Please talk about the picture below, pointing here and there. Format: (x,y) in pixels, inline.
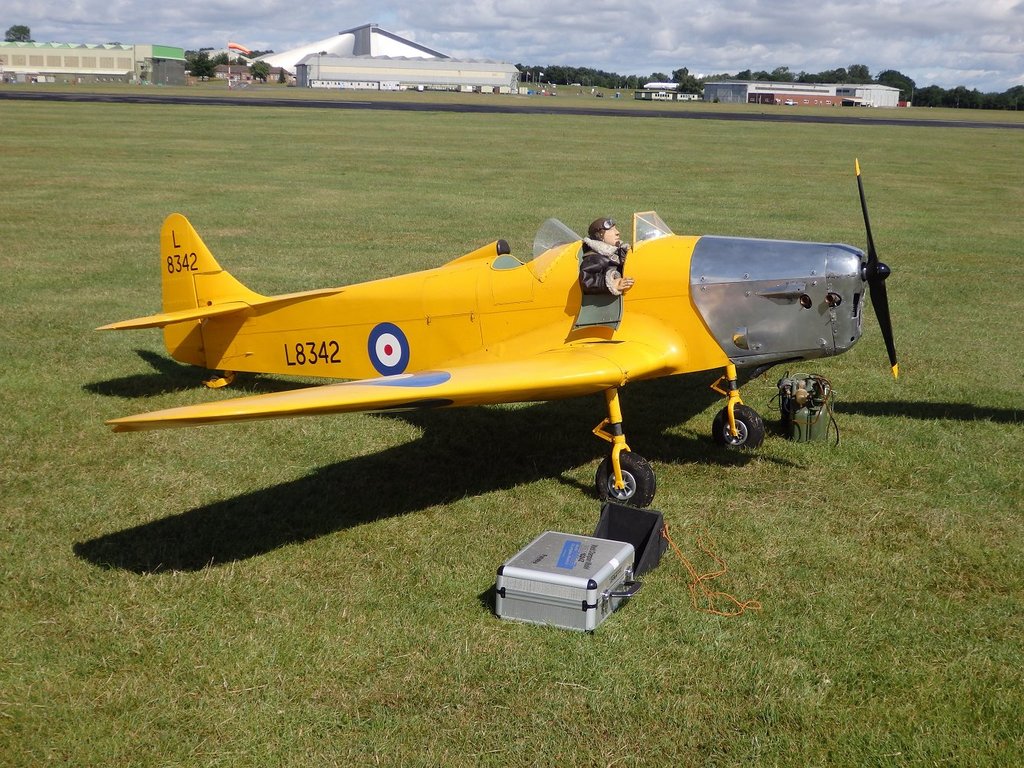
In this image there is a airplane (354,337) on which there is a person (611,250), there are a few objects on the surface of the grass (464,604). In the background (431,84) there are buildings (288,58), flags (229,77), trees (586,81) and sky (603,36).
